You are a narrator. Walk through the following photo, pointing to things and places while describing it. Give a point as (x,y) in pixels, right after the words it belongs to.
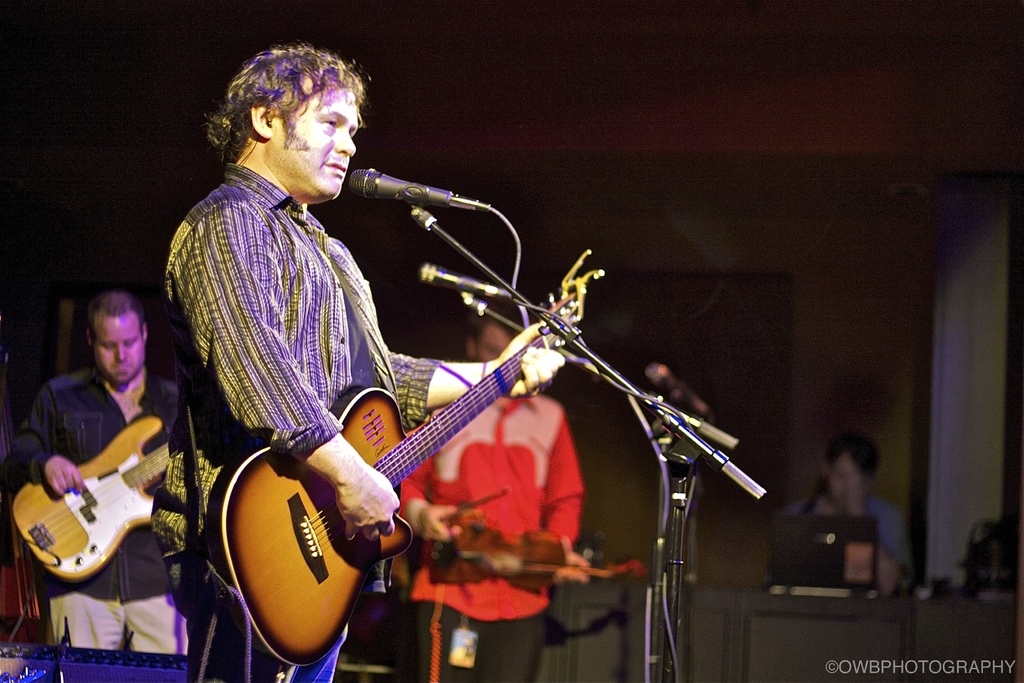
In this image, there are three persons (357,330) standing and wearing colorful clothes (493,463). There are two person (181,307) on the left side of the image (289,273) holding and playing a guitar (127,479). The person (527,470) who is in the center of the image (511,436) holding a violin (483,535). There is a mic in the center of the image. There is a person (886,511) who is in bottom right (869,462) sitting in front of the laptop (839,516).
